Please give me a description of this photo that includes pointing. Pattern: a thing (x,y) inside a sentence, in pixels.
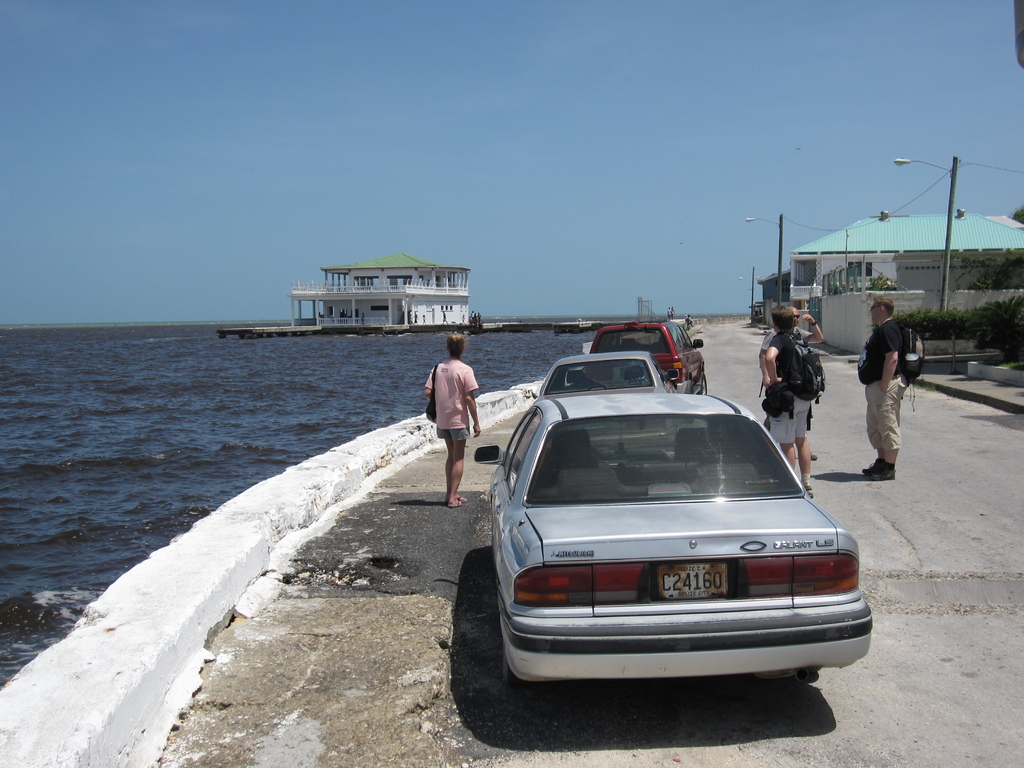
In the middle of the image (672,422) we can see some vehicles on the road (953,651) and few people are standing. In front of them we can see some buildings (871,227), poles (951,231) and plants (988,259). In the bottom left corner of the image (27,633) we can see water (65,452). At the top of the image (422,245) we can see the sky (71,24).
